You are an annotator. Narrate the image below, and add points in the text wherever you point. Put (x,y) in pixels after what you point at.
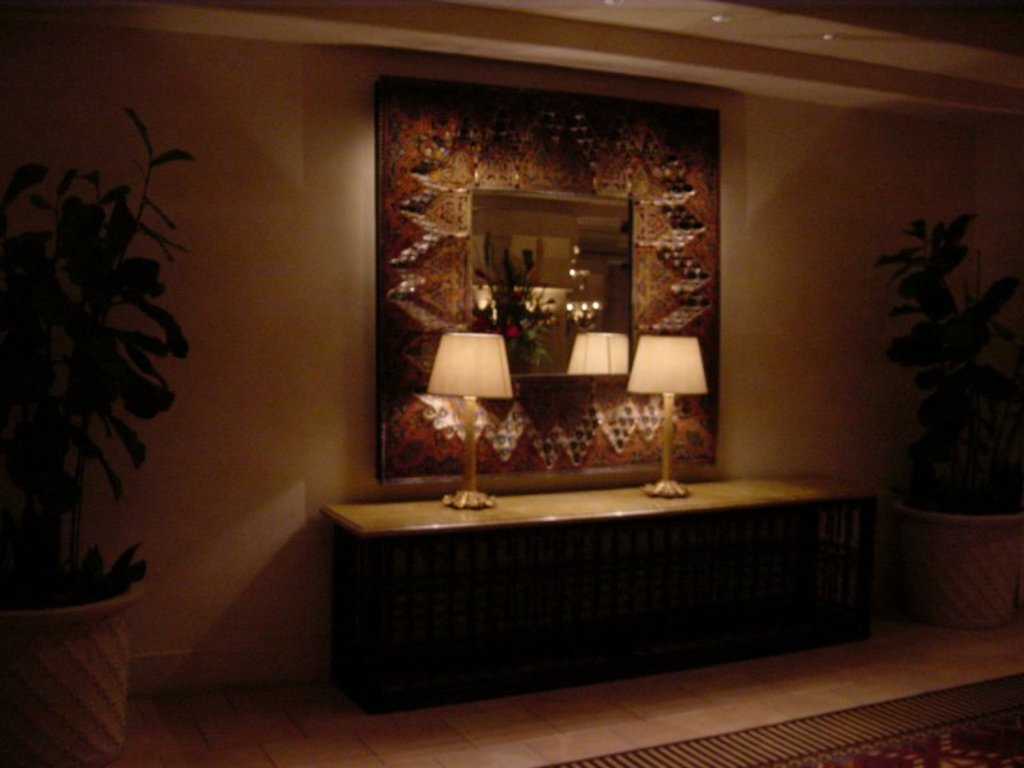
In this picture I can see couple of table lamps (701,387) on the table (524,601) and I can see a mirror (545,275) and couple of plants (64,302) in the pots (42,659) and I can see carpet (834,735) on the floor (816,710) and few lights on the ceiling (705,58).
